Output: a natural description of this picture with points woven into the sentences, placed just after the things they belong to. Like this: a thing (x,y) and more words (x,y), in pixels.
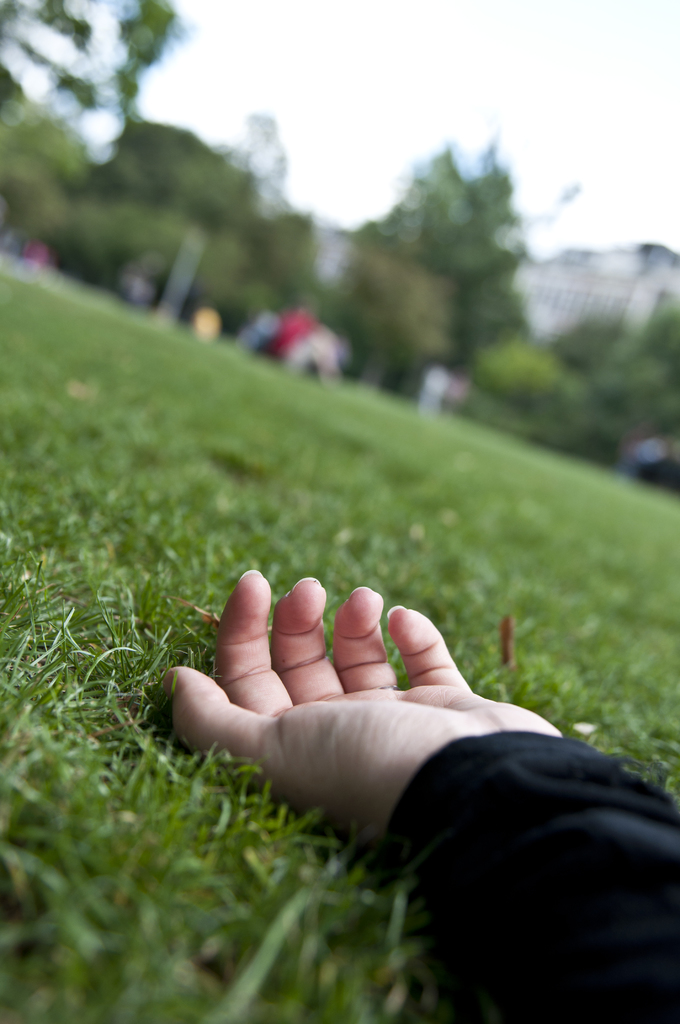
In this image we can see that there is a hand (339,702) on the ground (165,633). In the background (461,275) there are trees (482,263) and buildings (576,283). On the ground (139,832) there is grass (230,923).
